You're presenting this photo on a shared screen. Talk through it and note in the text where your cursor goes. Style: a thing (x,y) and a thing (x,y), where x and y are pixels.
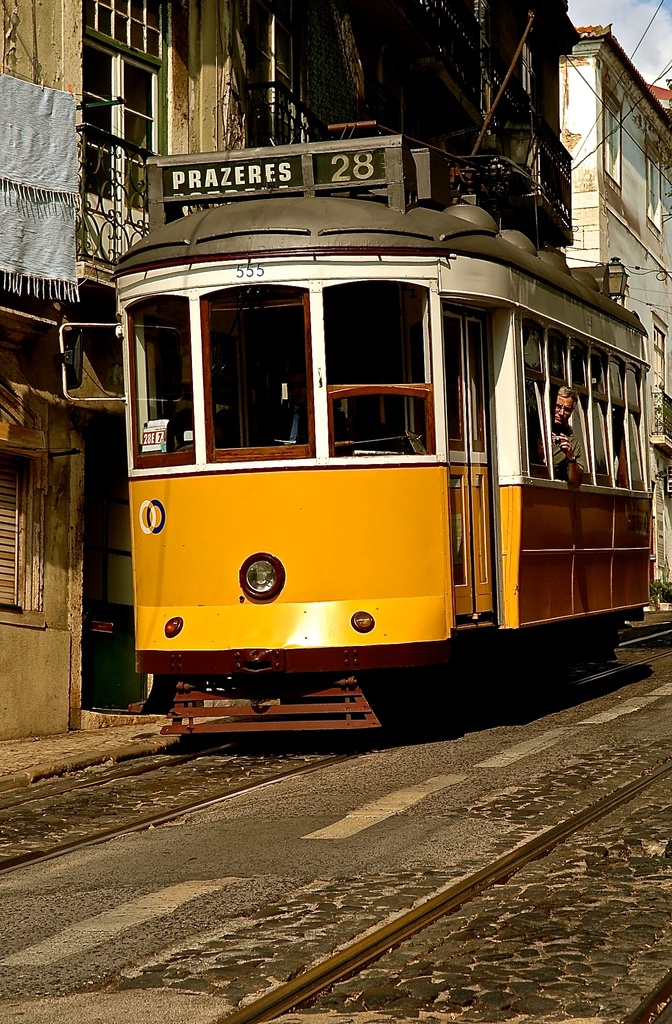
A person (562,445) is inside this vehicle (542,445). Here we can see buildings (535,89), cloth (63,145) and windows (651,187).
